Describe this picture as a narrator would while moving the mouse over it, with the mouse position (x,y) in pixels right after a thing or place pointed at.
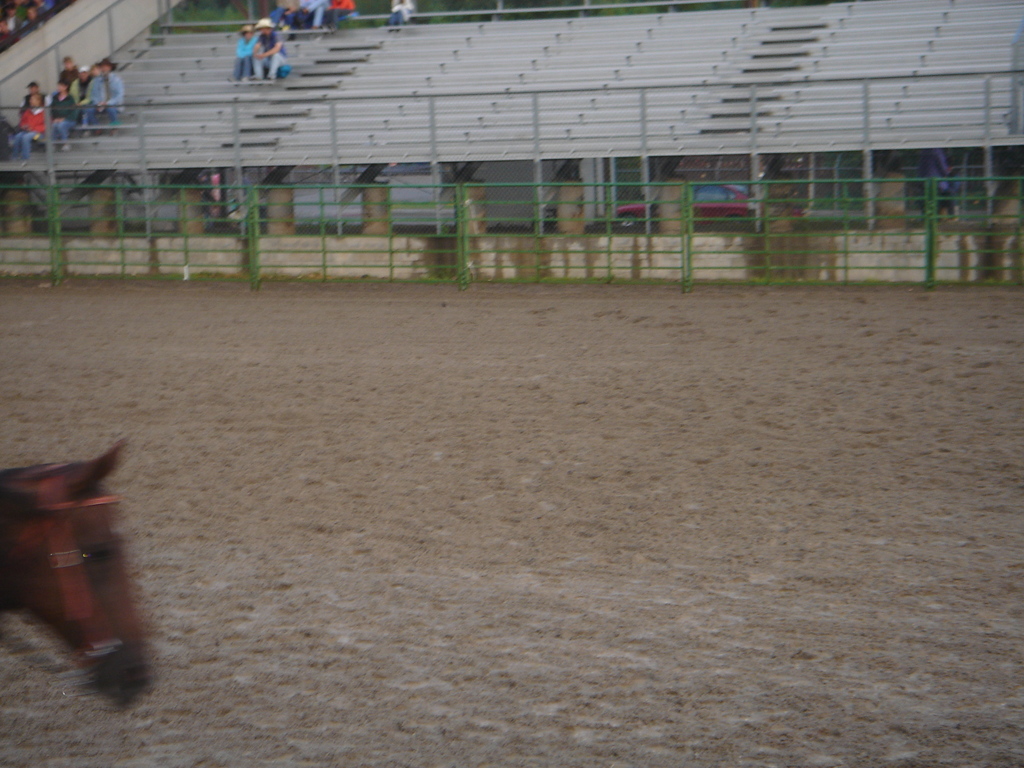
In this image I can see a horse (72,471) on the ground (340,584), fence (681,278), vehicles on the road (748,231), group of people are sitting in a stadium (500,88) and metal rods (566,92). This image is taken may be on the ground (145,505).
